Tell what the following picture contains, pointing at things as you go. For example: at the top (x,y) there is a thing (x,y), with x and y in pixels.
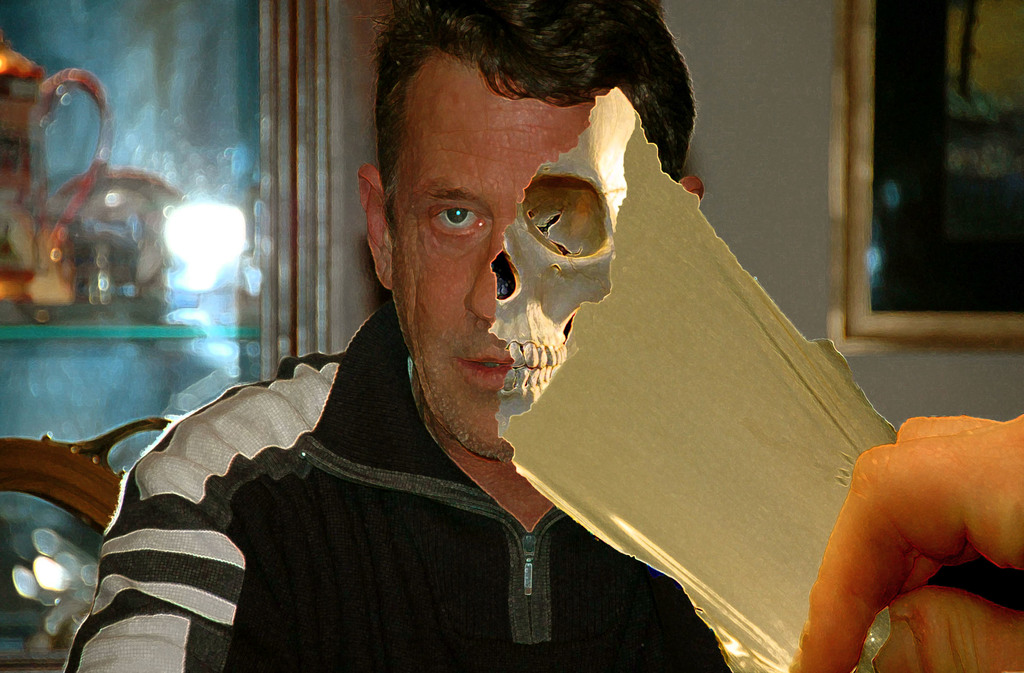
This is an edited image, on the right (924,488), there is a man's hand (928,535). In the middle (375,326), there is a man (442,384) with half face skull (508,247). In the background (871,208), there is a frame (866,115), wall (753,51), glass (127,318) with objects (79,237) inside and it seems like a chair (60,484) on the left (77,472).
